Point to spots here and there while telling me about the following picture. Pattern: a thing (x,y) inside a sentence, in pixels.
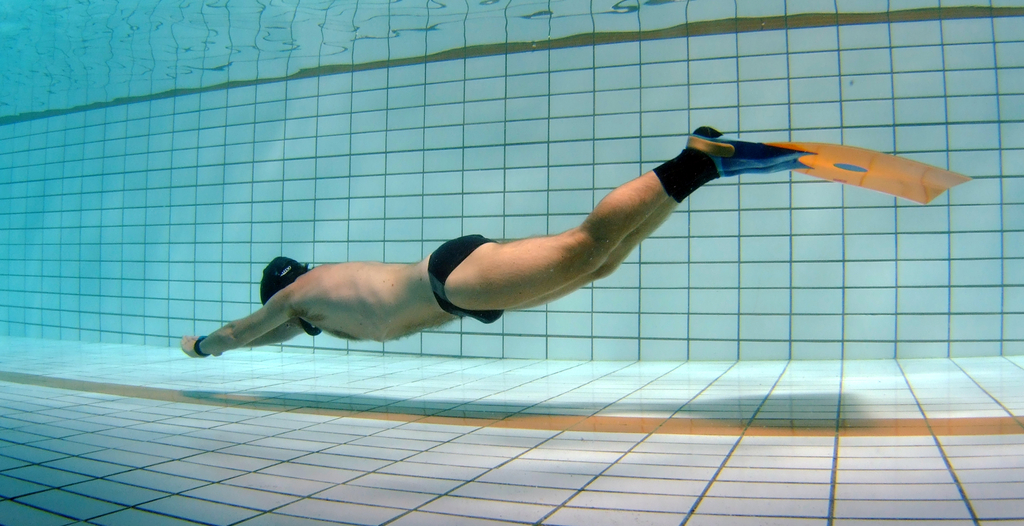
In this picture we can see a person (194,354) in a swimming costume (463,313). This person (343,327) is visible in the water (116,218). We can see a few tiles (132,285) throughout the image.
